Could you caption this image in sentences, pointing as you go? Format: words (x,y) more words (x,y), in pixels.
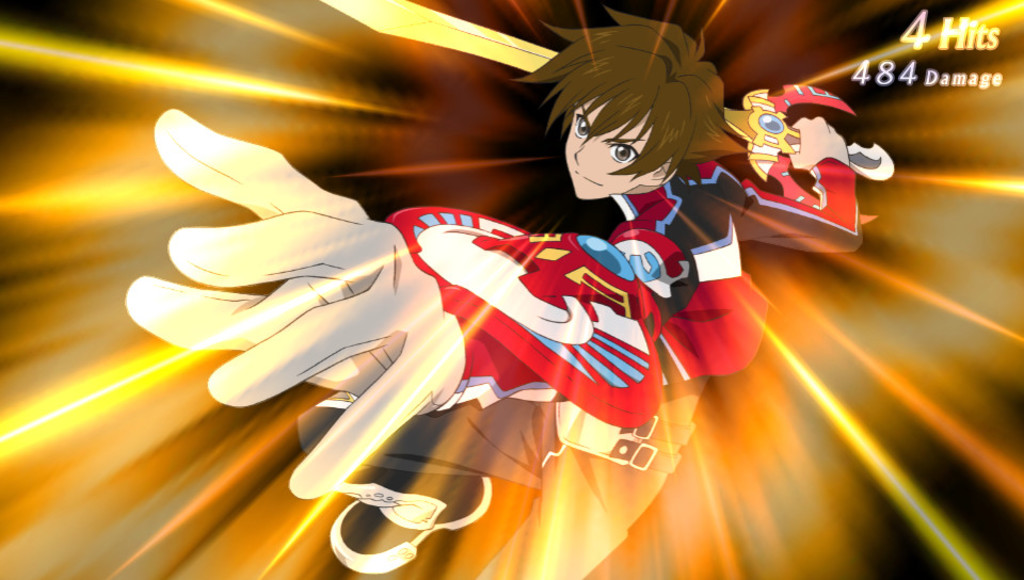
In the image there is an anime image of a boy (442,330) in red dress (711,166) and sword (463,35) in his hand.
